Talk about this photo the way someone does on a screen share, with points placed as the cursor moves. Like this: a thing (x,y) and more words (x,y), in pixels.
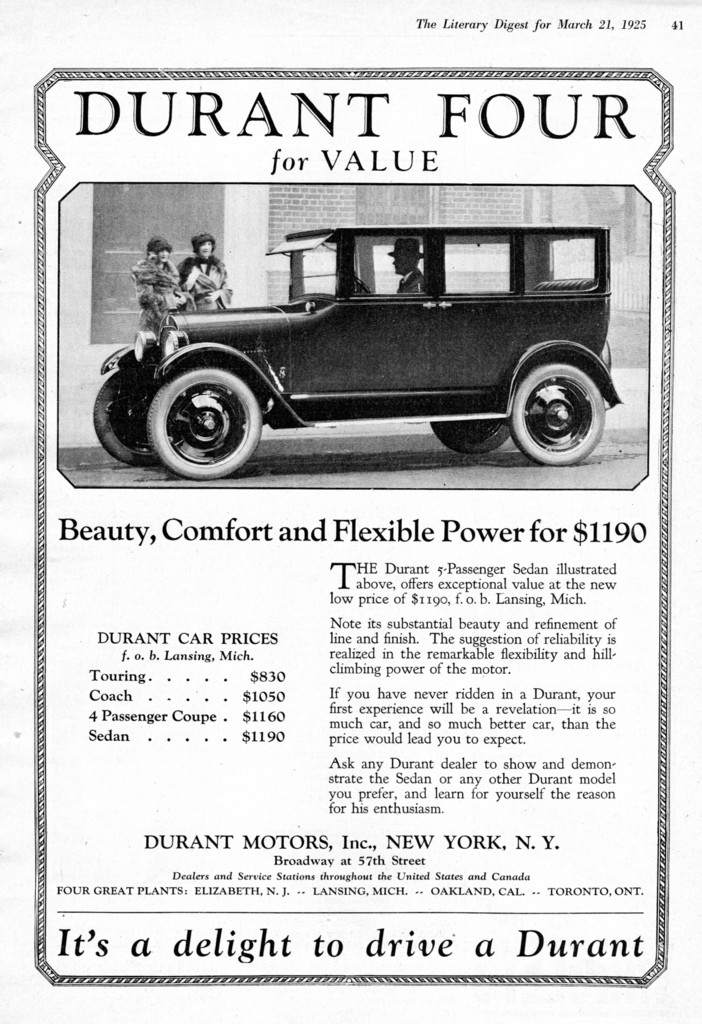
In this picture, we can see some images (583,226) and some text (482,118) on it.
